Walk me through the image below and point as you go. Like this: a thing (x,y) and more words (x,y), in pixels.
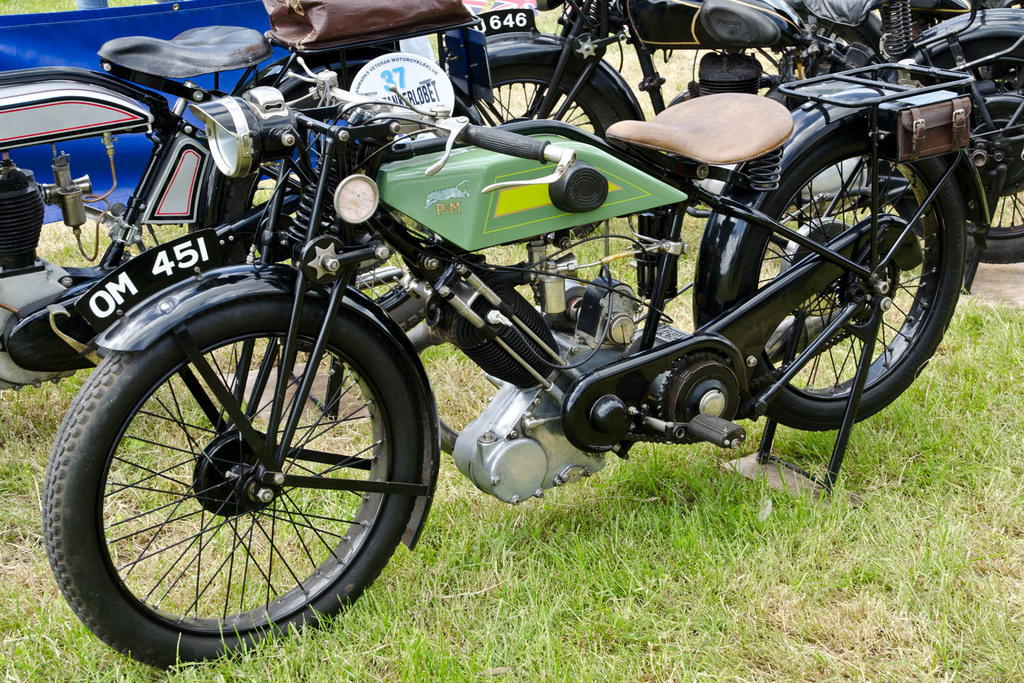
At the bottom of the picture (584,566), we see the grass (601,626). In this picture, we see three bikes (316,175) are parked. In the left top (101,34), we see a sheet (77,55) in blue color.
